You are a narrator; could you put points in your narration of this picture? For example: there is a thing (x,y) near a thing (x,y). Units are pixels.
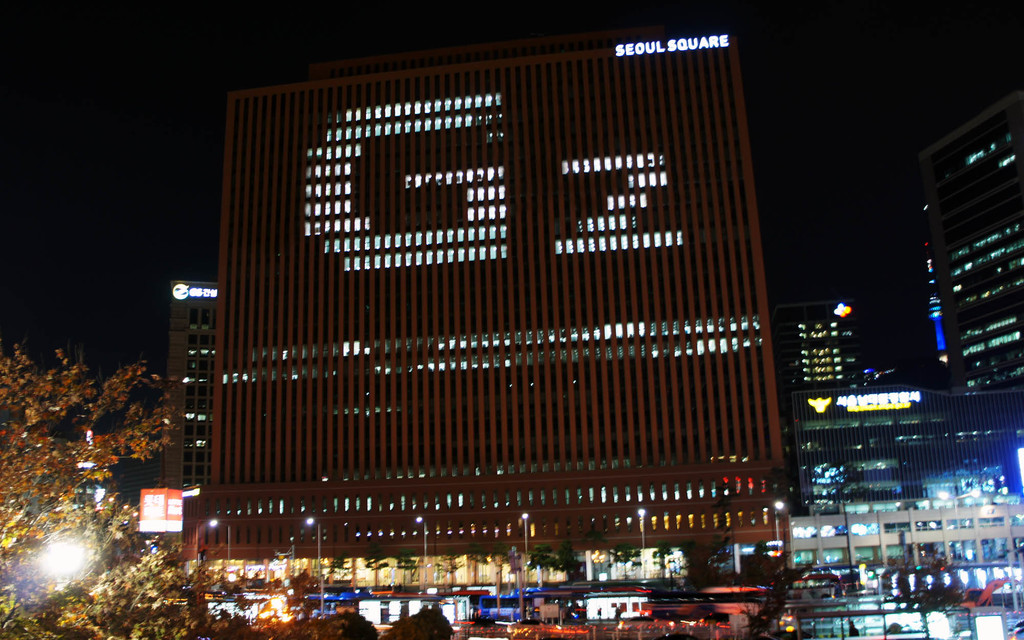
We can see hoarding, trees (630,543) and lights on poles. In the background (473,549) we can see buildings (221,325) and sky (830,29).
